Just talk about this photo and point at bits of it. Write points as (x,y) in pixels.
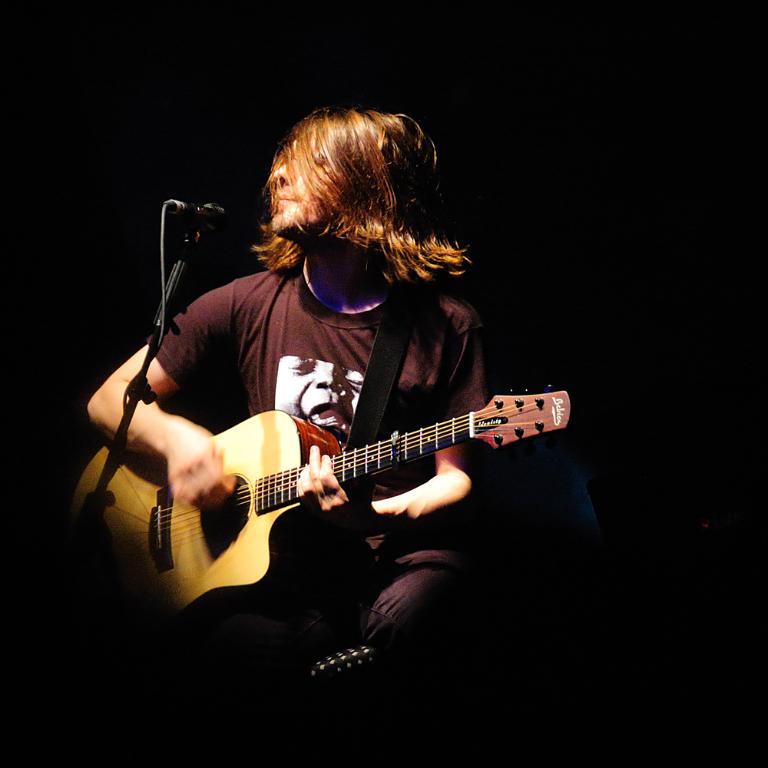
In this picture there is a man (329,529) playing a guitar (288,480). He is wearing a maroon t shirt (288,285), in front of him there is a mike (186,203) and the background (131,42) is dark.
